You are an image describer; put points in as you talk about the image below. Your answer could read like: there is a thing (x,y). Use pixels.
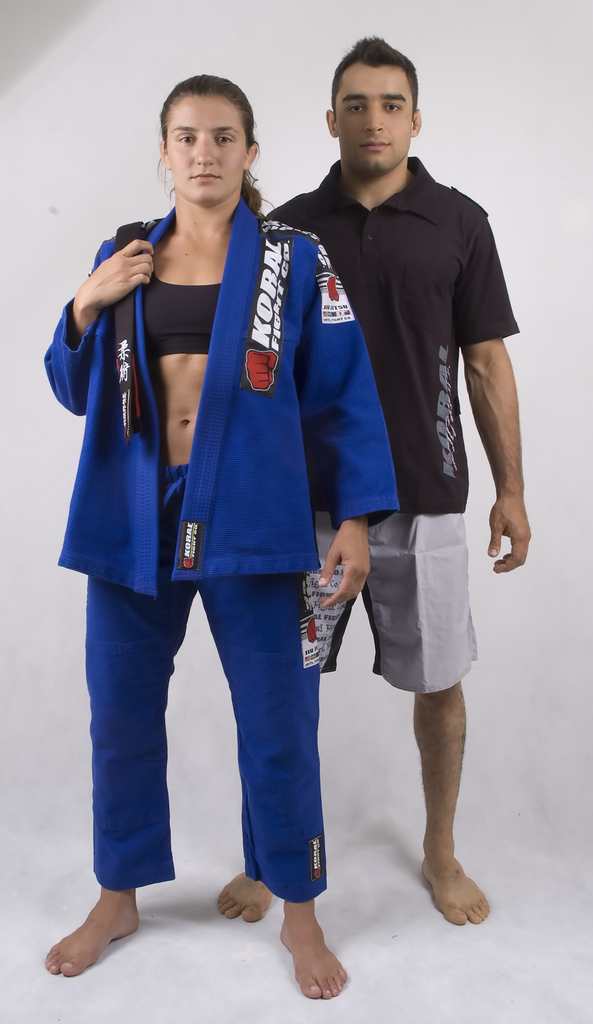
There is one woman (224,336) and a man (423,325) is standing as we can see in the middle of this image (322,542). The background (74,249) is in white color.
